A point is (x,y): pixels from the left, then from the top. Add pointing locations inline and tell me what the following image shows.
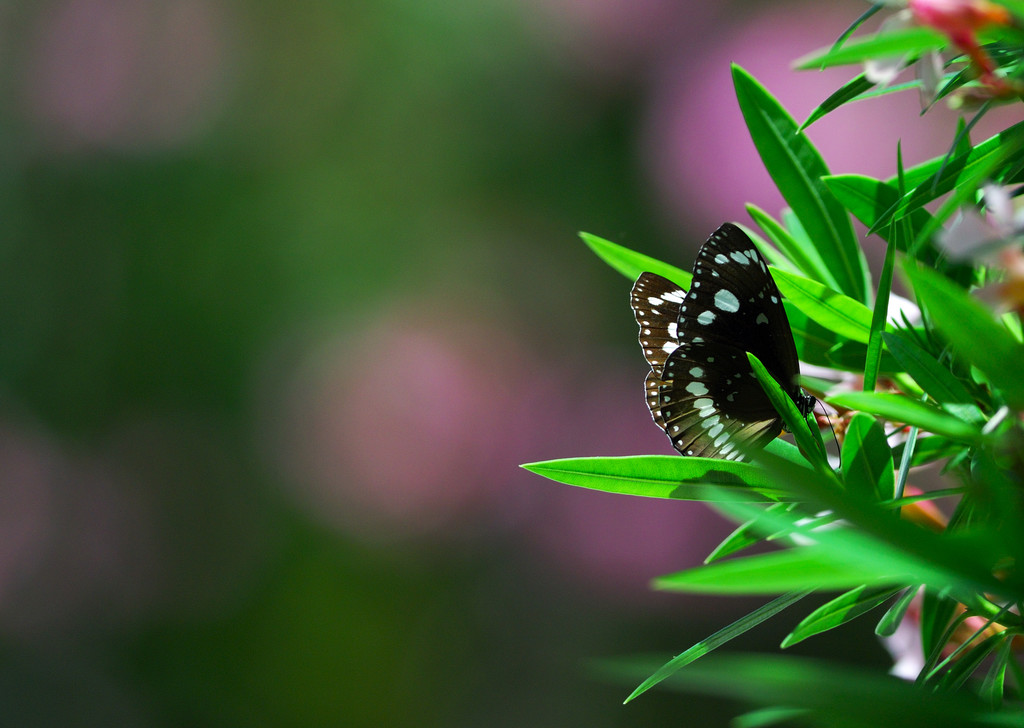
In this image there is a butterfly (767,419) on the leaf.
